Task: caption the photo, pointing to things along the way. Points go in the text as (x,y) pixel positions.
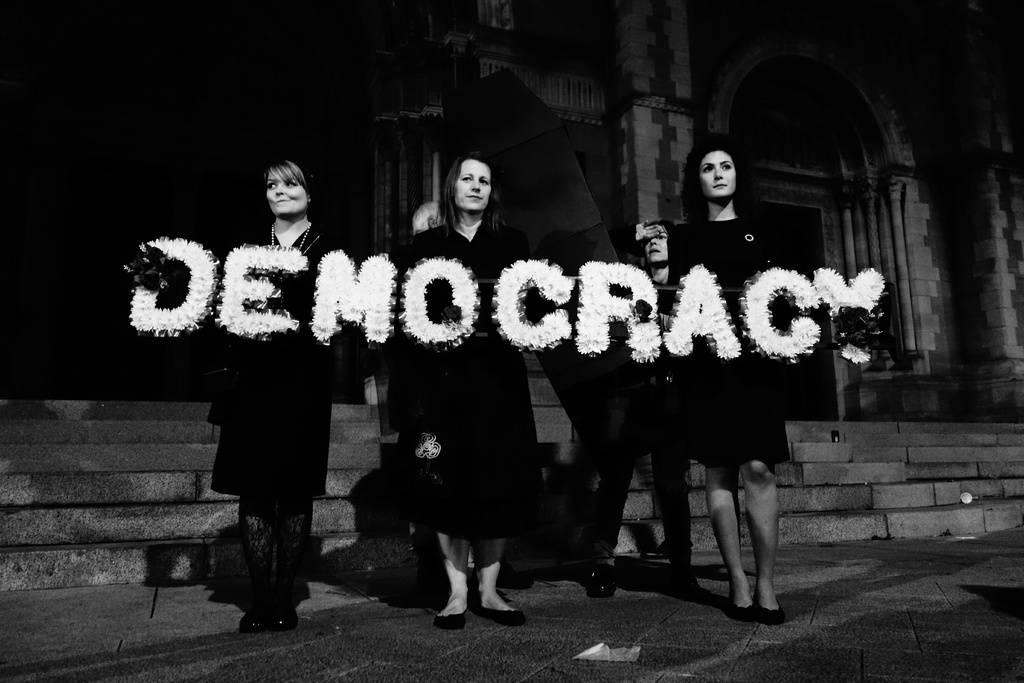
This image consists of women (435,393) wearing black dress (240,456). They are holding the text (144,313) on which there are flowers (810,343). At the bottom (215,627), there is a road (190,641). In the background (1011,339), there are steps (50,441) and a building (991,192) along with pillars (863,224).
